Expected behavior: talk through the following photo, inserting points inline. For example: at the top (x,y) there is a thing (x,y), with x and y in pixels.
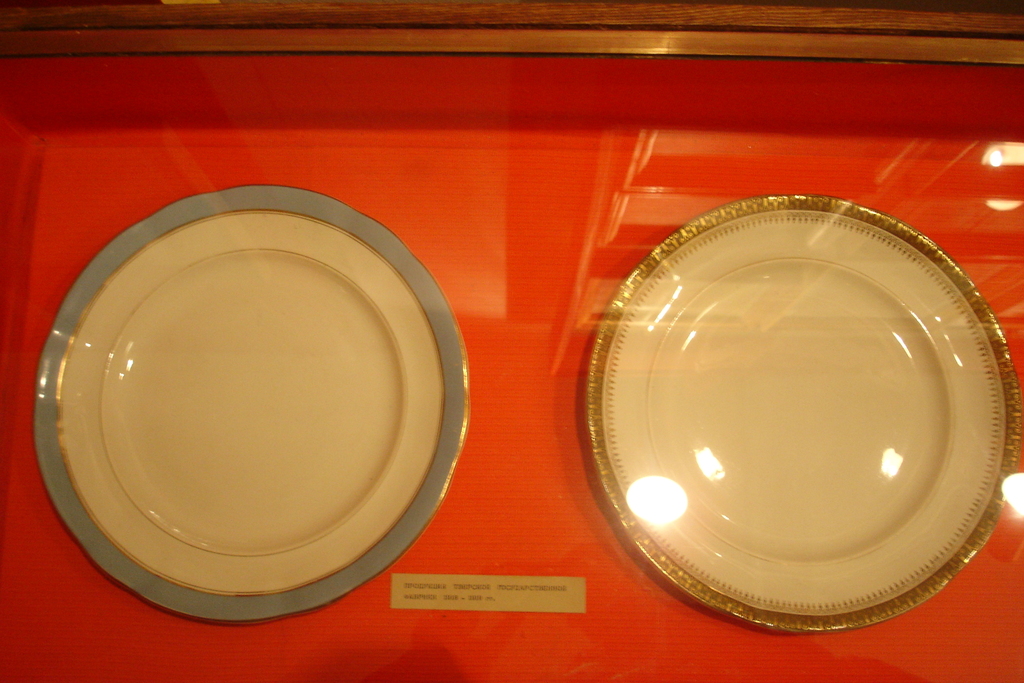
In this image there are empty plates (611,396) on the surface (514,196) which is red in colour and there is some text (522,603) written on it.
